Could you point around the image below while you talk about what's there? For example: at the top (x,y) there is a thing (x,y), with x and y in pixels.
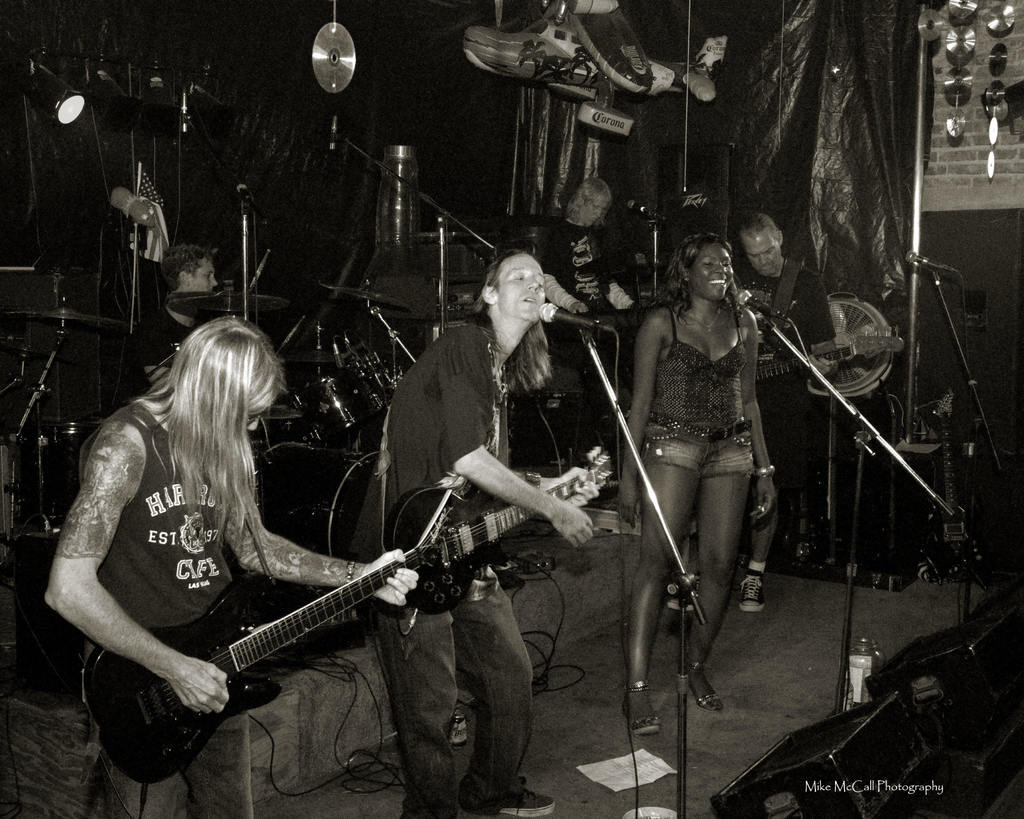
In this picture we can see some people (248,506) holding some musical instruments (277,472) and playing them in front of the mics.
